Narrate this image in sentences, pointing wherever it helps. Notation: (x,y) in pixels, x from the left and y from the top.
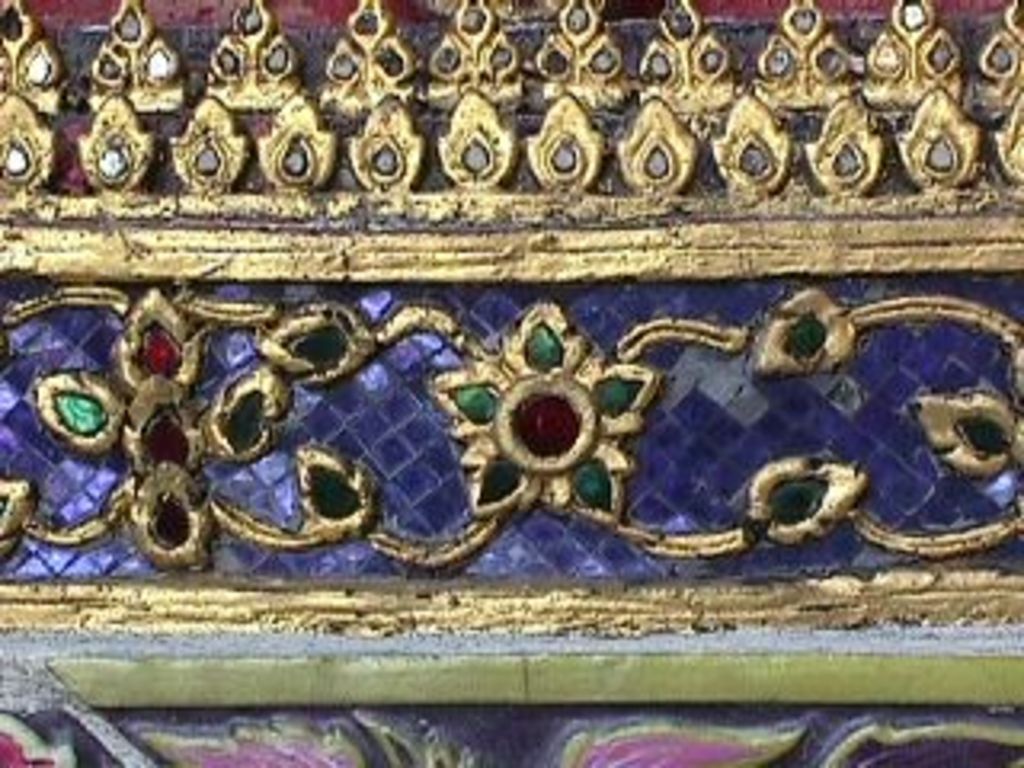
In this image, I can see the design (204,429) of the flowers (588,374), which is carved on the stone (446,279). This design (730,351) is gold, red and green in color.
